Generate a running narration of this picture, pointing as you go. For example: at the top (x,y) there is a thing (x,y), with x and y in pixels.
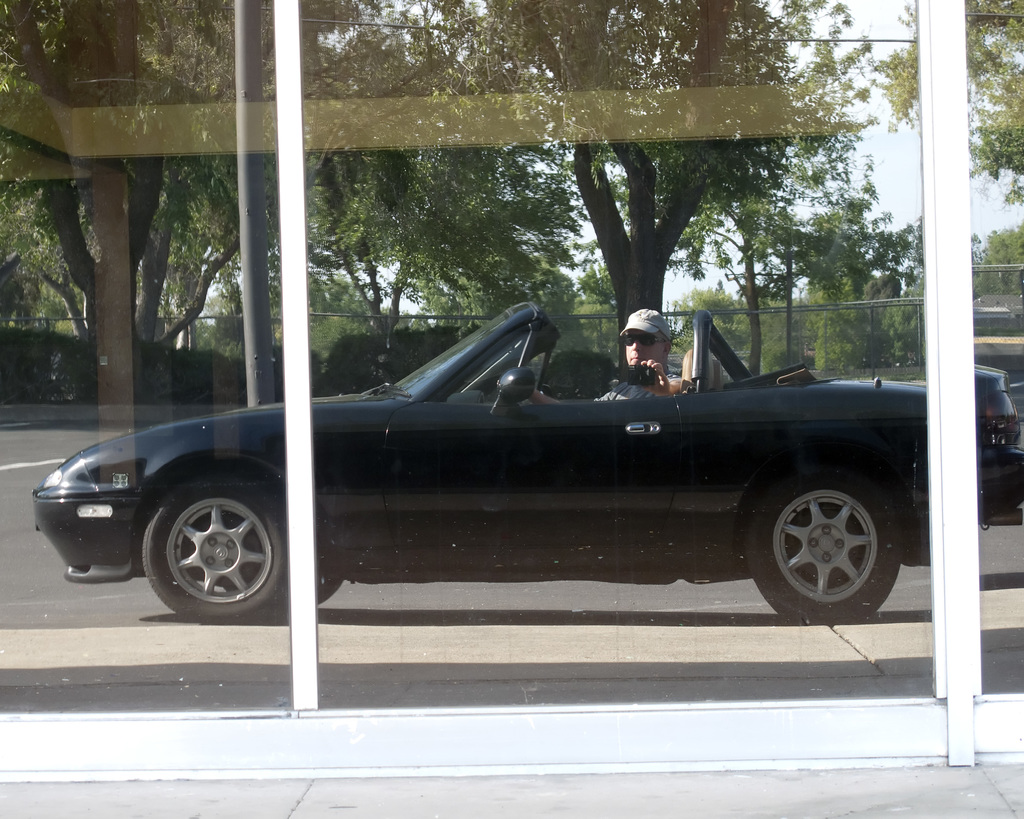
In this picture we can see a person (653,327) is sitting in the car (540,452) and he is holding an object (648,383), in the background (612,243) we can see few trees (728,308) and fence (857,329).
